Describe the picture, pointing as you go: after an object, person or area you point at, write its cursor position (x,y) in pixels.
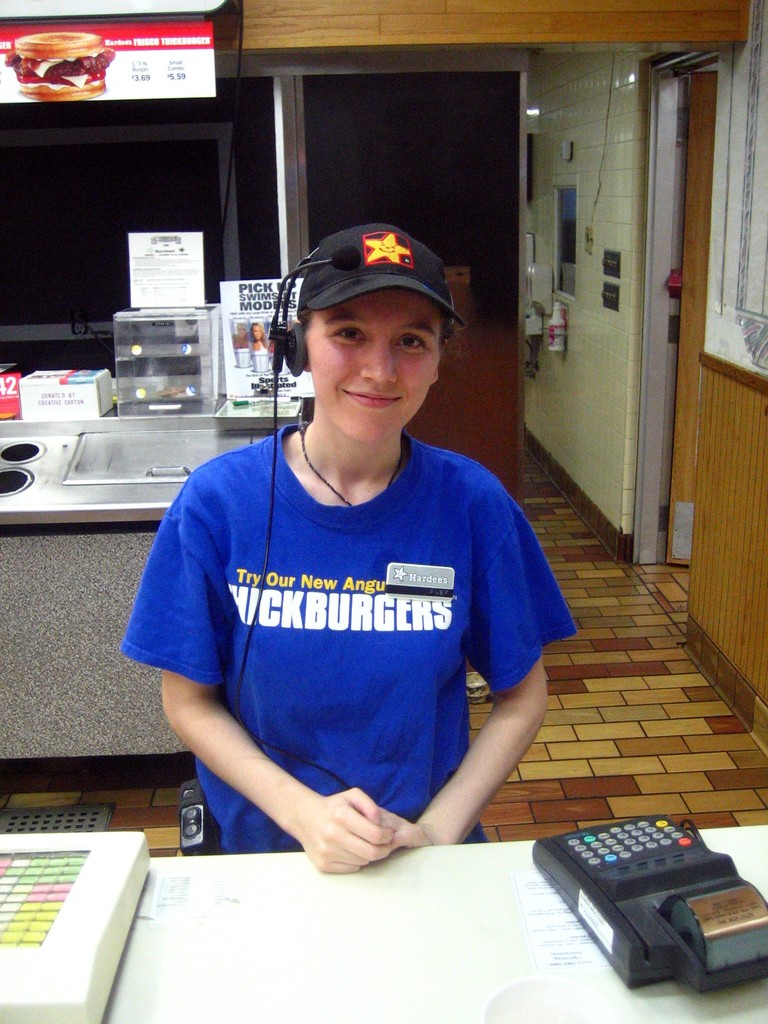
In the picture we can see a woman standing near the table (165,994) on it, we can see a swipe machine (738,892) which is black in color and beside to it, we can see another machine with buttons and she is wearing a blue T-shirt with black cap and headset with a wire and in the background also we can see another desk (40,586) and some things (199,357) on it.
